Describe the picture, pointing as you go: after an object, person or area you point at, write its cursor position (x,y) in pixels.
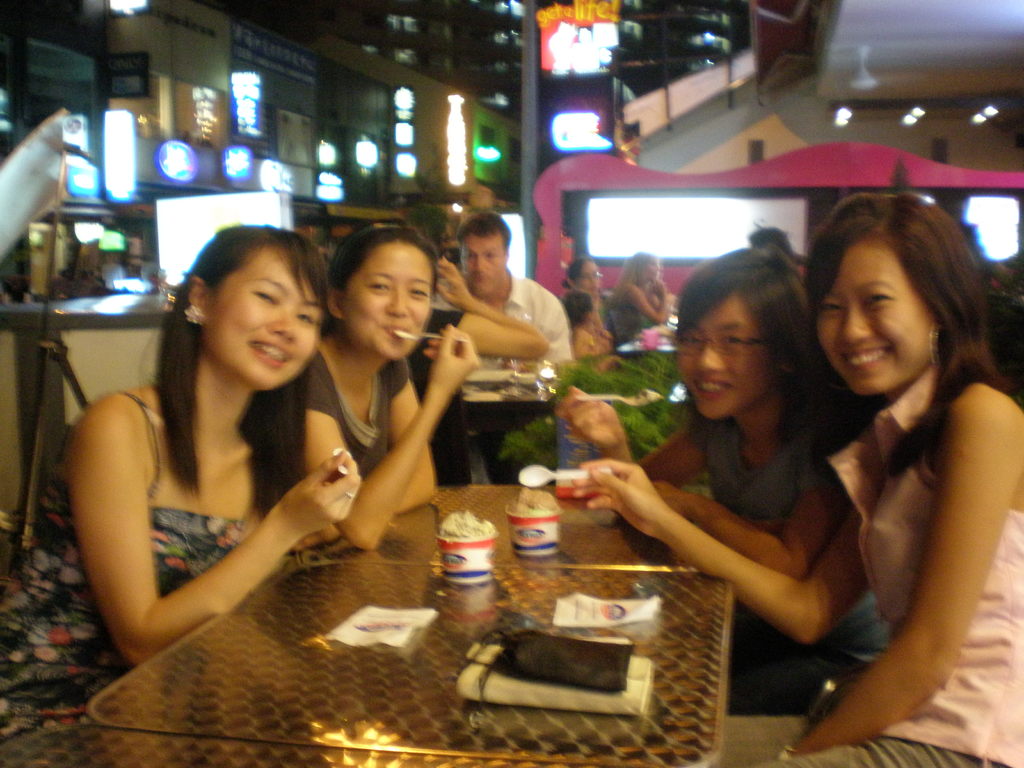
There are four girls (689,469) sitting and smiling holding spoons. In front of them there is a table (444,666). On the table (443,690) there are purse (556,665), two cups (513,524) of ice cream (530,509), and papers (560,605). In the background (532,302) many persons (567,285) are sitting. Lights (336,193) are over there.
